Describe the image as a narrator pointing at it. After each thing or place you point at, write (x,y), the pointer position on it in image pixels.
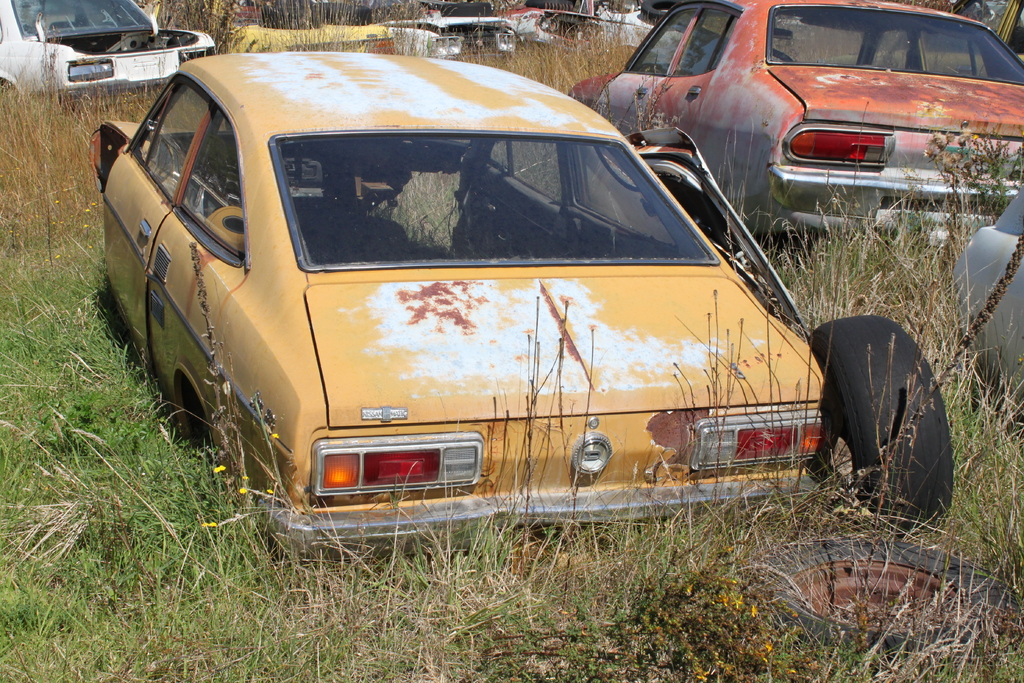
In this image I can see many vehicles (681,285). In front (318,317) the vehicle (440,280) is in yellow color, I can also see a wheel (873,440) in black color and the grass (72,250) is in brown and green color.
